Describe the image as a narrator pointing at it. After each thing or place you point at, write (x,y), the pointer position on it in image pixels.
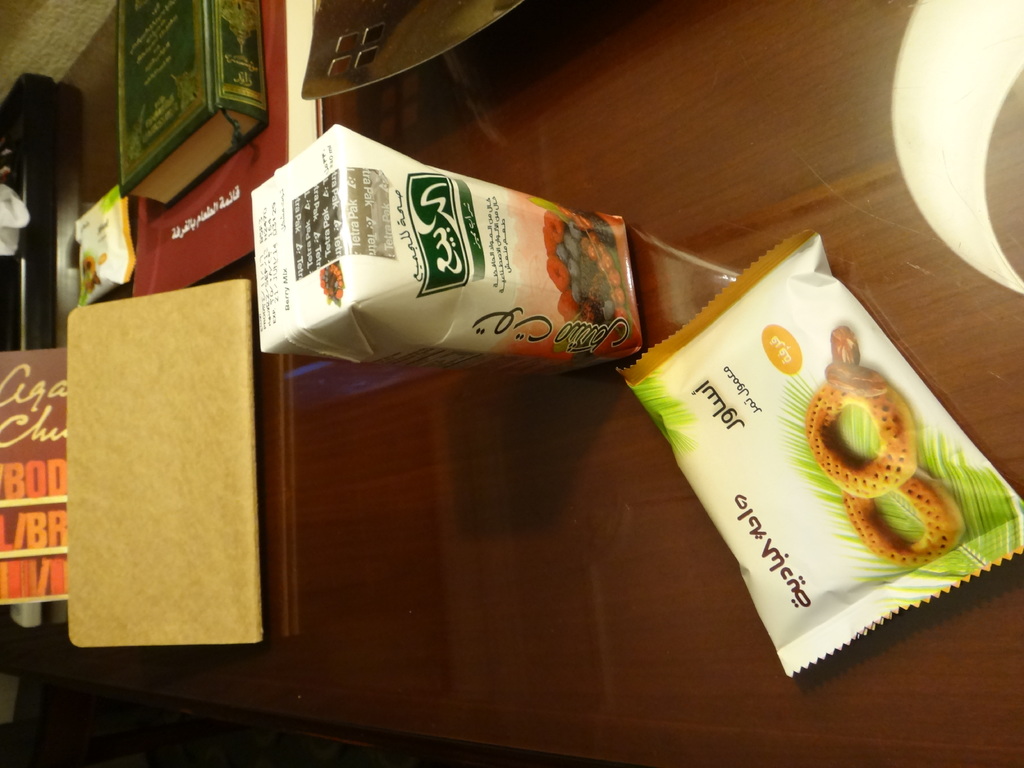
In this picture we can see few books (146,142), packets (274,330) and other things (16,151) on the table (570,480).
